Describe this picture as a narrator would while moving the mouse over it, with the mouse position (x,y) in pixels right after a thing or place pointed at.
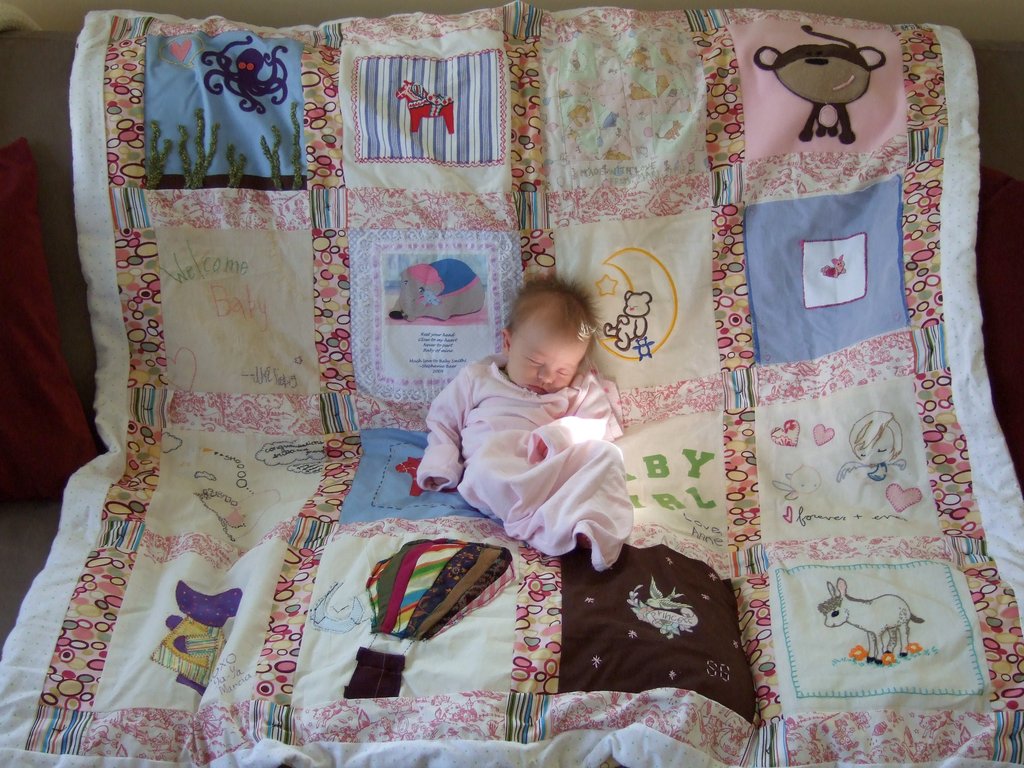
In this image I can see the child (449,436) sleeping on the cloth (319,525) which is colorful. To the left (31,411) I can see the pillow (43,355). These are on the grey color surface (61,67). In the background (306,12) I can see the wall (364,7).
